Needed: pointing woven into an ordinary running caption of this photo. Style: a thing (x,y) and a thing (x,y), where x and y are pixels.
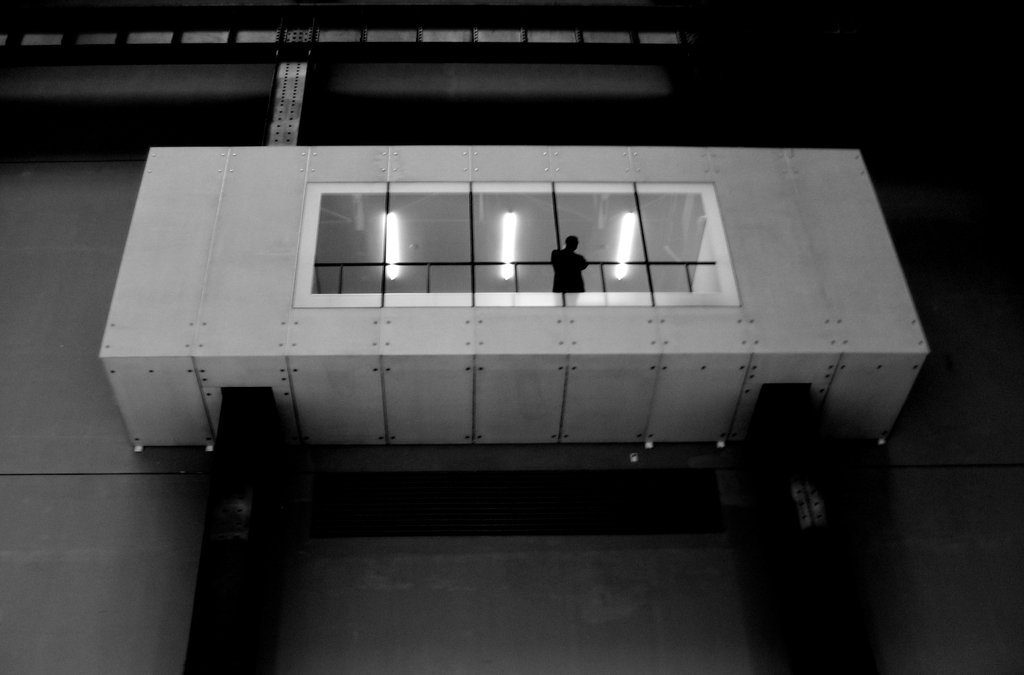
In this image in the center (574,287) there is a man (572,270) standing in the balcony (550,264) and there are lights (508,237) which are visible and there is a wall (580,563).
